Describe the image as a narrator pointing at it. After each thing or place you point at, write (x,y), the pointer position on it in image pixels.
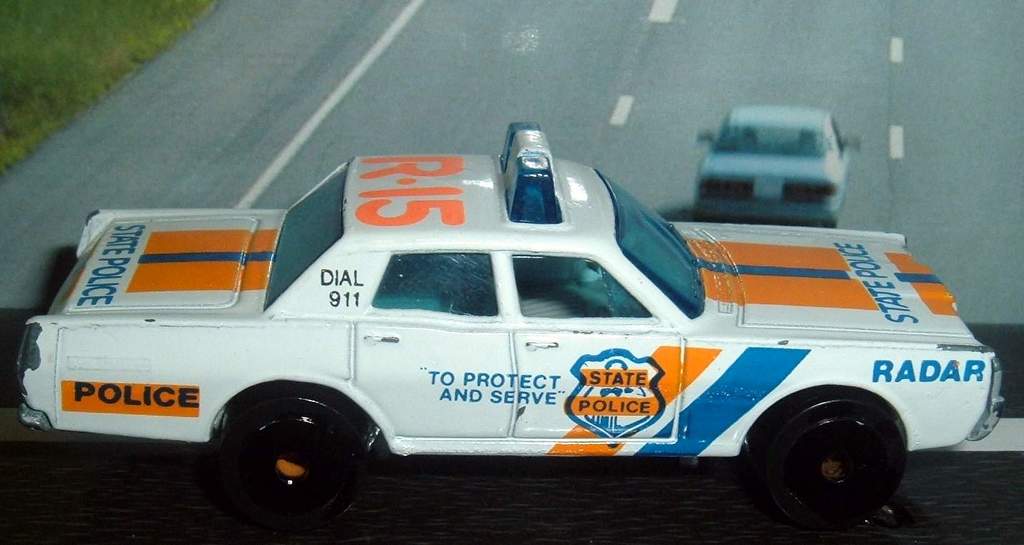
In this image we can see car (418,363) with text (335,281) and numbers (385,224). In the back (759,152) there is a car (756,132) on the road (512,72). Also there is grass (80,33).
